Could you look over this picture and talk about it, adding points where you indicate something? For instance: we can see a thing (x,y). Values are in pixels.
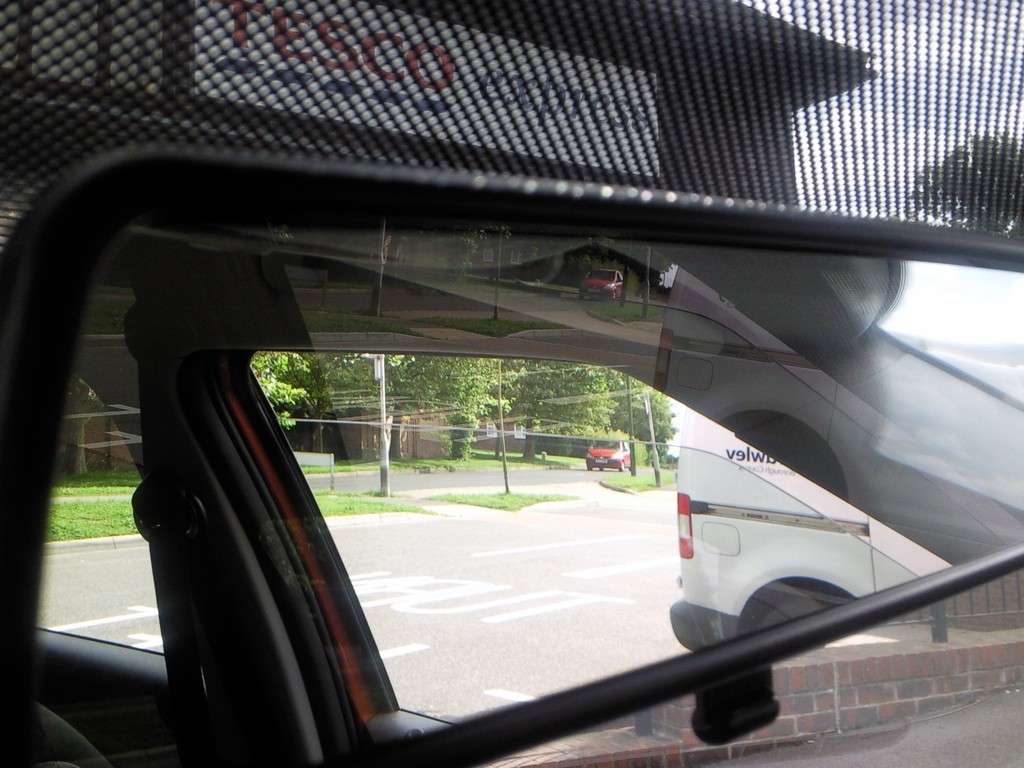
In this image I can see the vehicles (305,638). Through the window (516,566) of the vehicle (338,705) I can see the road (494,571). On the road (522,551) I can see few more vehicles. To the side of the road (534,547) there are many trees (317,413) and poles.
